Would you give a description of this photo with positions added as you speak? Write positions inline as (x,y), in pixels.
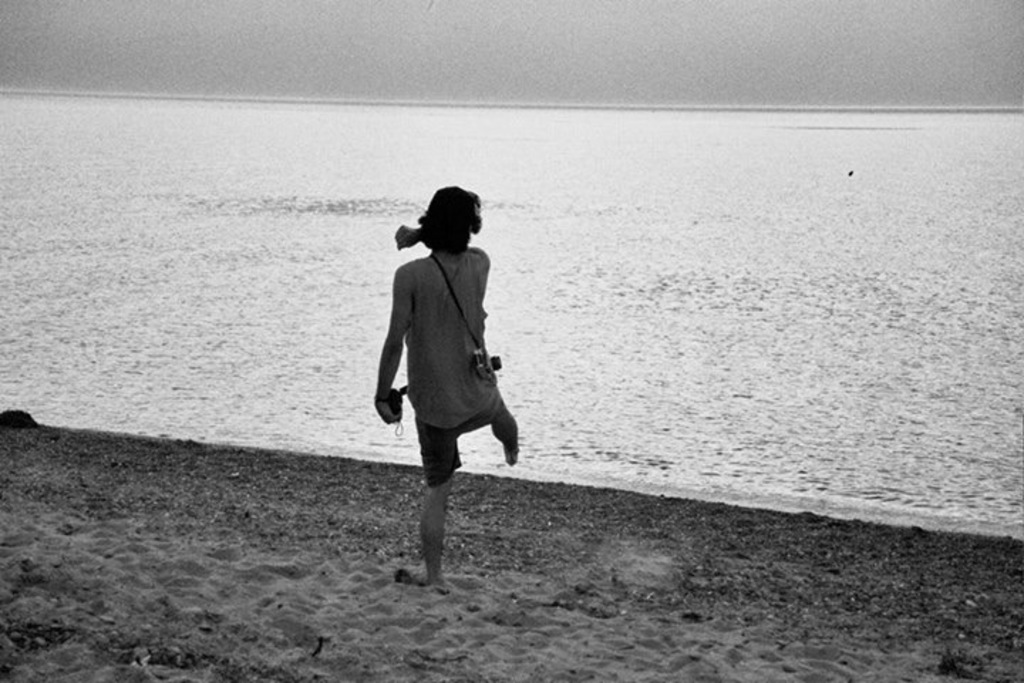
In the foreground of this black and white image, there is a man (464,378) wearing a camera (492,357) holding an object (390,402) is standing on one foot (432,563) on the sand (416,589). In the background (354,138), there is water (435,134).
